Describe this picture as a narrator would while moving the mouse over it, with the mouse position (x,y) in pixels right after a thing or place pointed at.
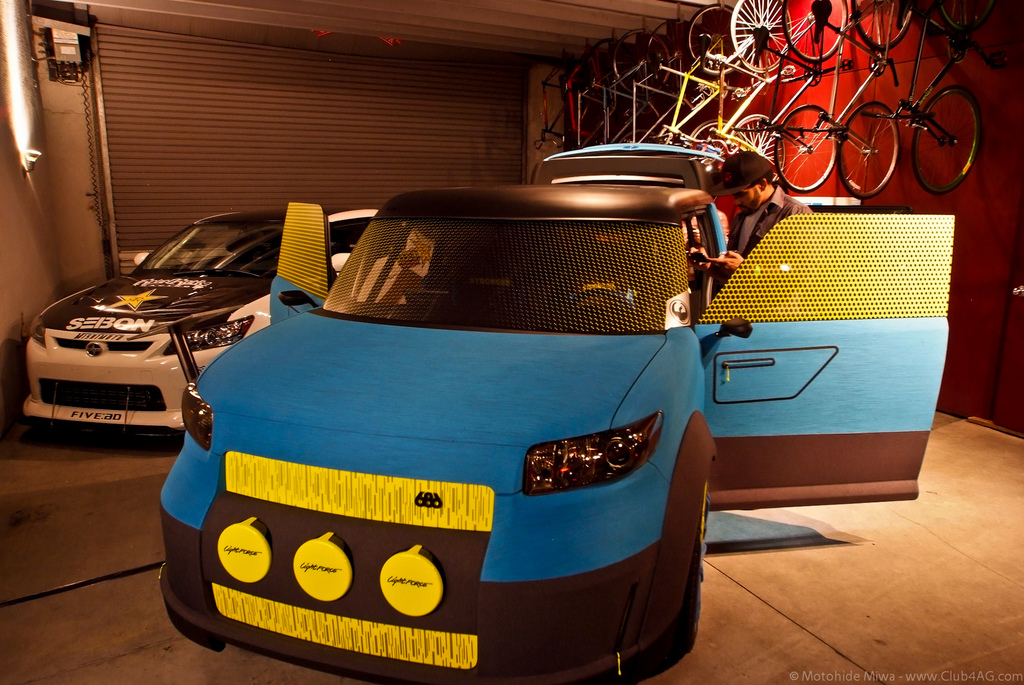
In this image I can see two vehicles (290,378) which are colorful. To the right (722,270) I can see the person (747,203) and the bicycles (719,123). These are inside the shed (50,132). In the background (106,132) I can see the shutter (160,152), pipe (17,105) and the board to the wall (21,179).
